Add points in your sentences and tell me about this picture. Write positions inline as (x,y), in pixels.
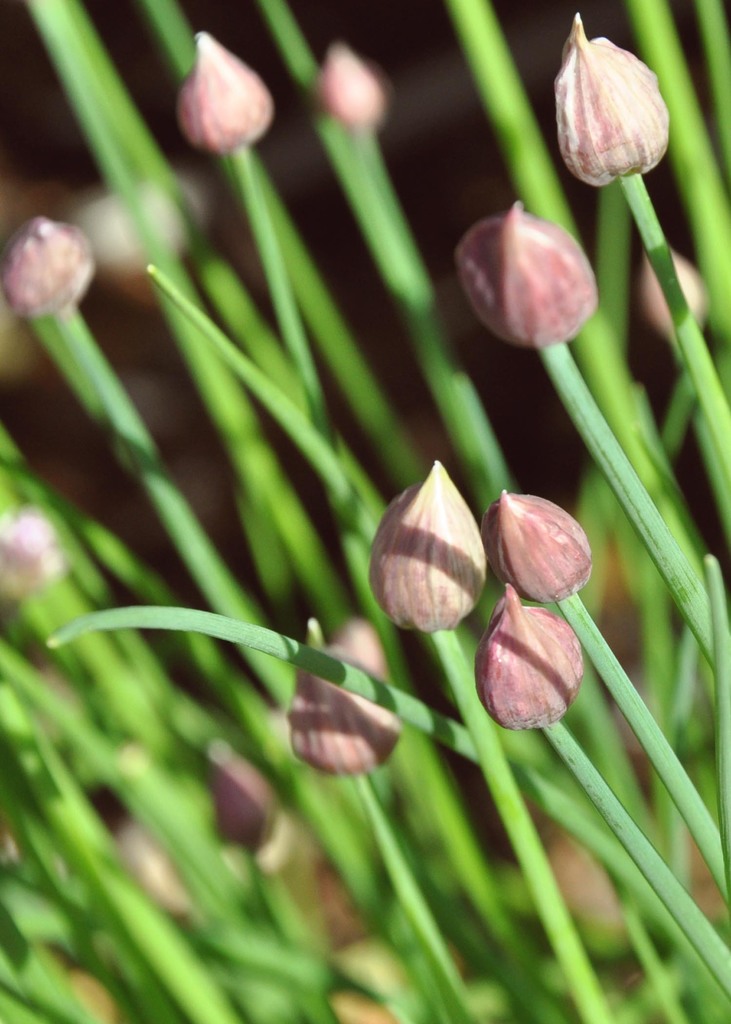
This picture shows plants (512,688) with flowers (528,616).
